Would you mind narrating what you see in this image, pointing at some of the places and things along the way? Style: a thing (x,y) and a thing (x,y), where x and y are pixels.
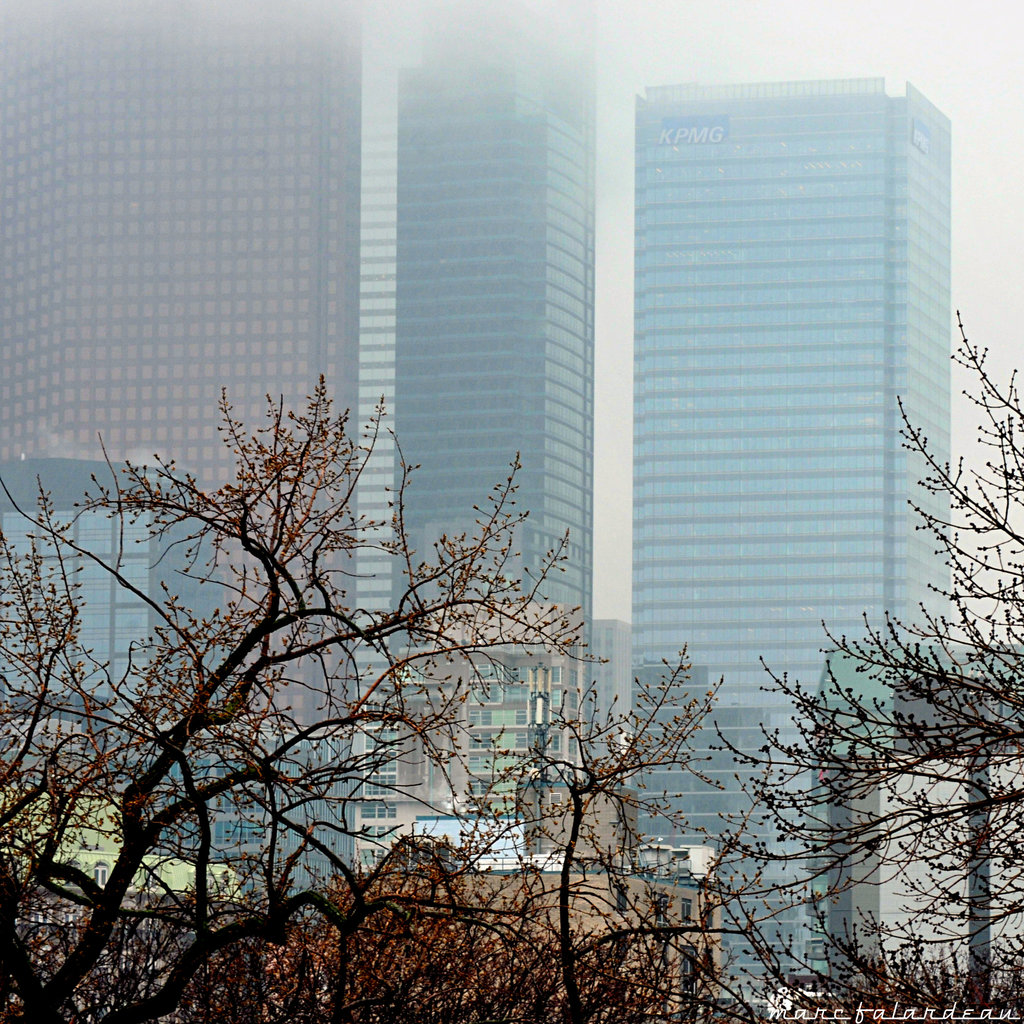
In the image I can see the trees (875,974). In the background (724,131), I can see the tower buildings (448,136).
